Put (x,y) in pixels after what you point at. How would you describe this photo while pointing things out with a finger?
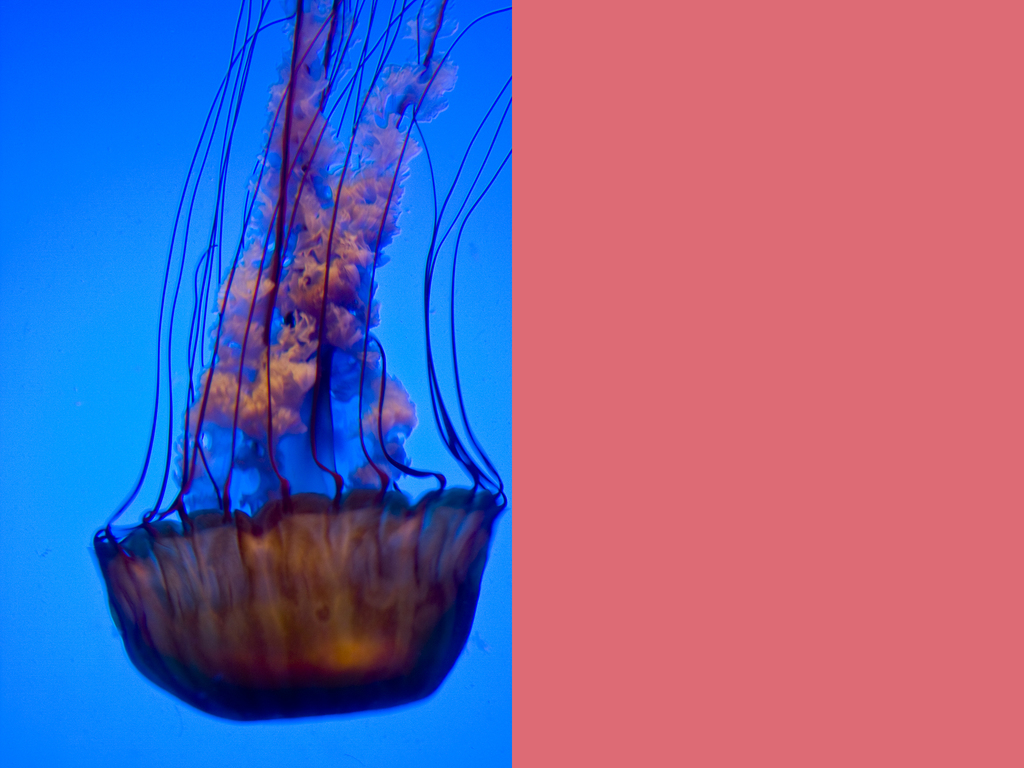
In this picture we can see a jellyfish (159,648) on a blue background (81,446) on the left side (314,108). There is a pink surface (696,178) on the right side (796,410).
